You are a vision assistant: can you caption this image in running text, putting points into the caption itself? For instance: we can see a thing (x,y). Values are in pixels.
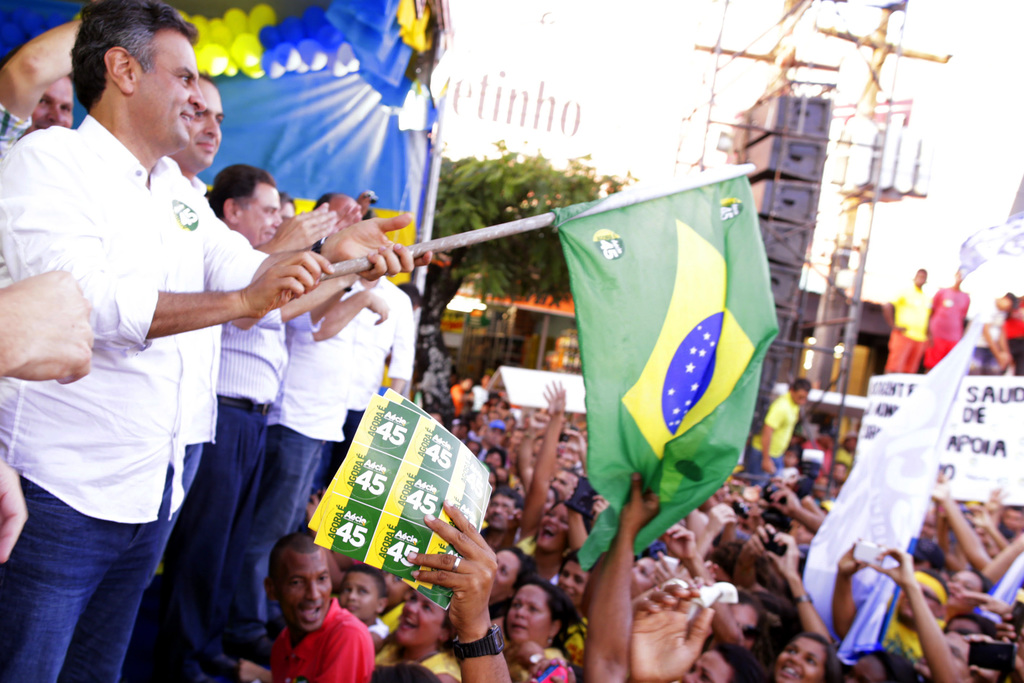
In this image there are group of persons (621,535), there are persons (656,598) truncated towards the bottom of the image (620,653), there are persons (30,210) truncated towards the left of the image (52,348), there are persons (1002,307) truncated towards the right of the image (987,525), they're persons (901,626) holding an object (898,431), there are flags (932,383), there is a board (968,480) truncated towards the right of the image (971,421), there is text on the board (948,423), there is a tree (508,177), there are balloons (328,36), there is an object (835,31) truncated towards the top of the image (790,45), there is an object (819,99) behind the person (790,397), there is an object (989,252) truncated towards the right of the image (993,287), the background of the image (601,48) is white in color, there is text (523,102).
